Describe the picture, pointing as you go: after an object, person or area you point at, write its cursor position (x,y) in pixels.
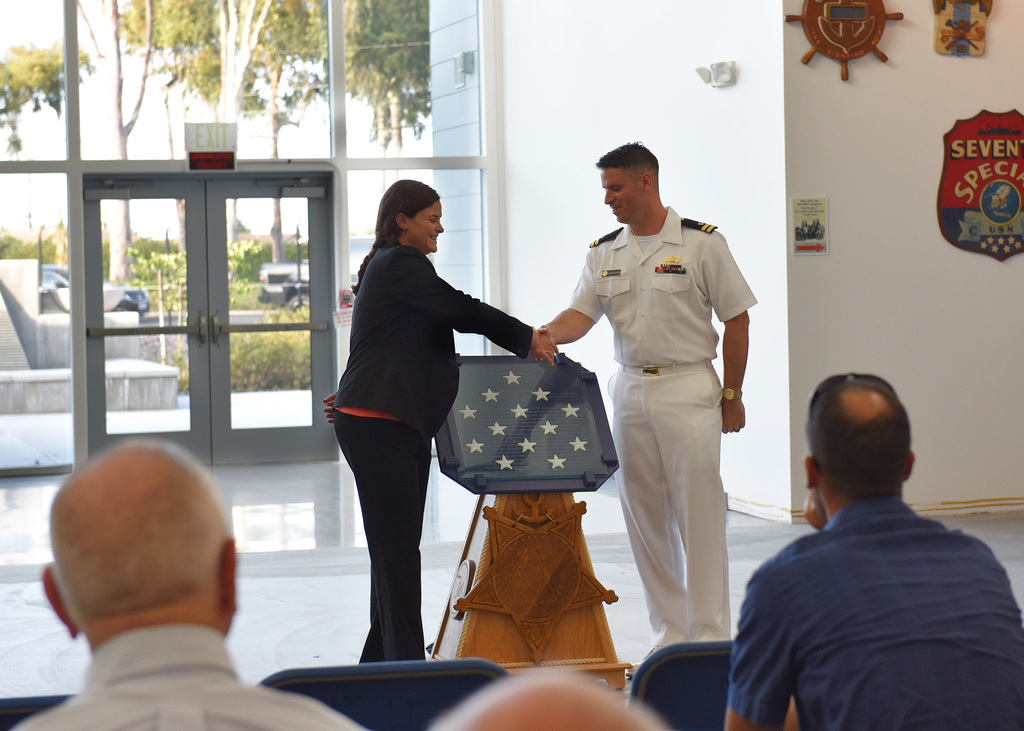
In the picture we can find five people (625,333). One man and woman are standing and three people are sitting on the chairs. In the background (575,263) we can find a glass doors (212,324) and glass wall (1,364) and a white wall (563,267) and some articles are stick to it. From the window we can find some trees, plants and cars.
